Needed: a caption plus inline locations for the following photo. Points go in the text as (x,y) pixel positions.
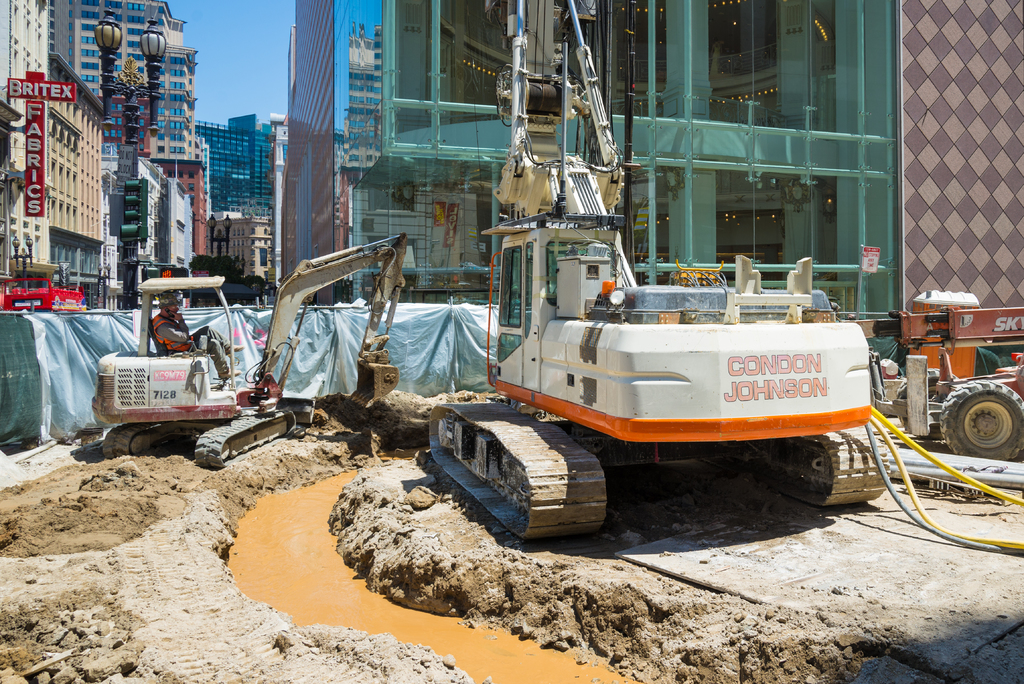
This picture is clicked outside. In the center (596,431) we can see the group of vehicles (604,294). In the foreground (287,578) we can see the mud (123,589) and the water (307,547). In the background (257,59) there is a sky (266,90) and we can see the buildings (913,114) and the lamps (150,53) attached to the poles (212,235) and some other objects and we can see the text (39,131) on the boards (44,96).
